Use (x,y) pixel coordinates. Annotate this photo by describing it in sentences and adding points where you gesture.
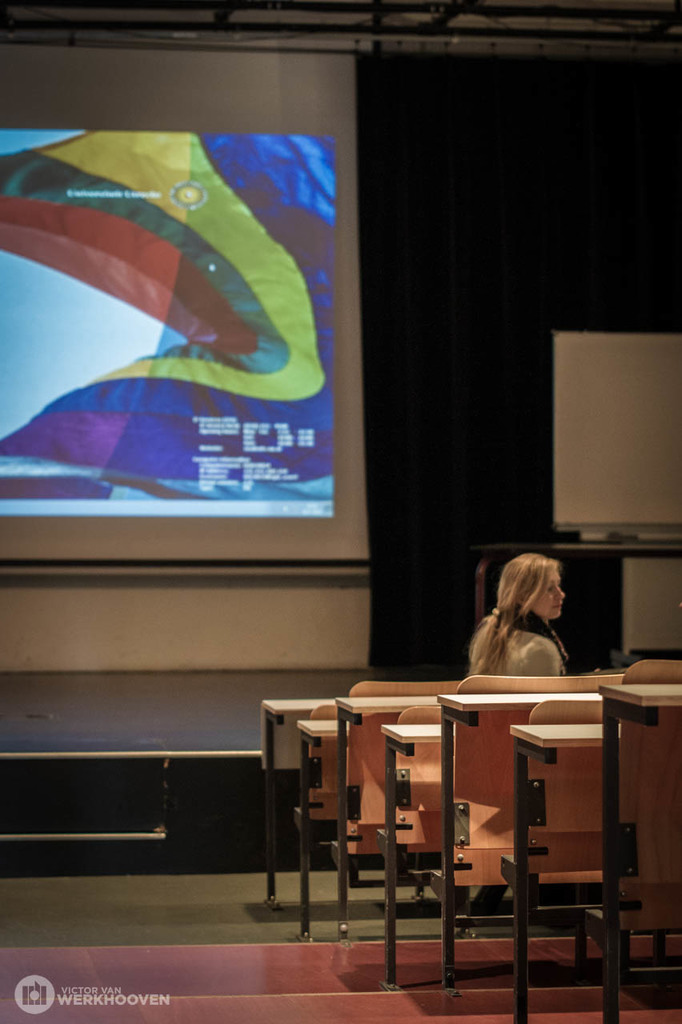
This picture is taken in a room (501,951). Towards the right bottom (572,826), there are benches (572,826). On one of the bench (505,719), there is a woman (546,659). Towards the left (133,478), there is a screen (170,396). At the bottom (118,794), there is a stage (200,716).
